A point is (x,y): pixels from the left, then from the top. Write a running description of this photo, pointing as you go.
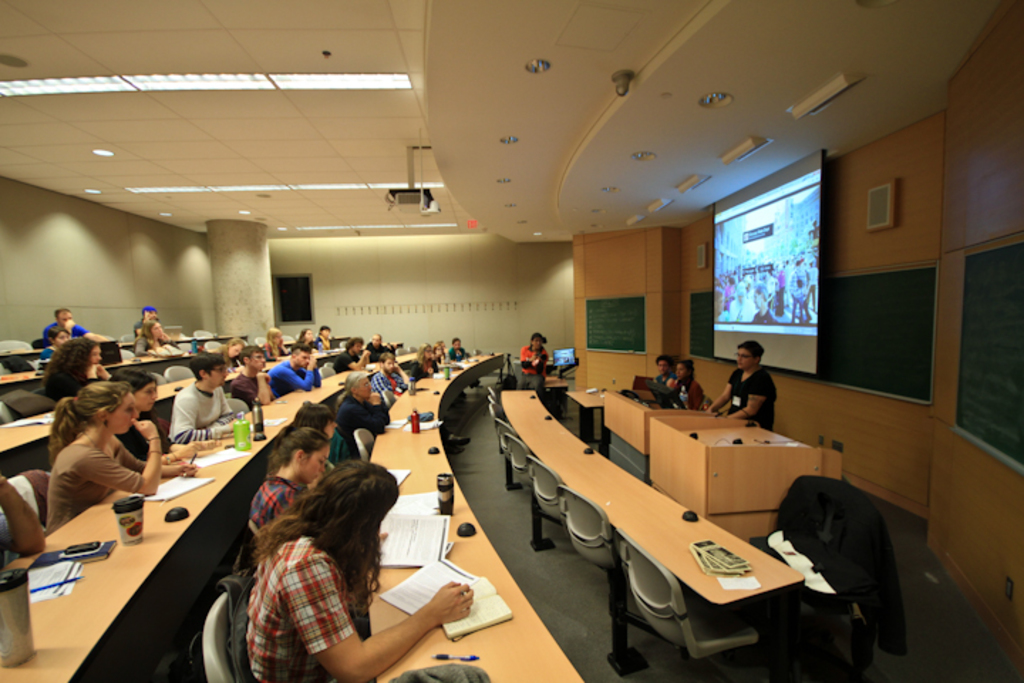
As we can see in the image, there is a wall (35,294), screen (802,272), tables (422,402), chairs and few people (116,479) sitting on chairs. On tables (431,649) there are books (427,522), bottles (418,415) and mobile phone (76,547).
